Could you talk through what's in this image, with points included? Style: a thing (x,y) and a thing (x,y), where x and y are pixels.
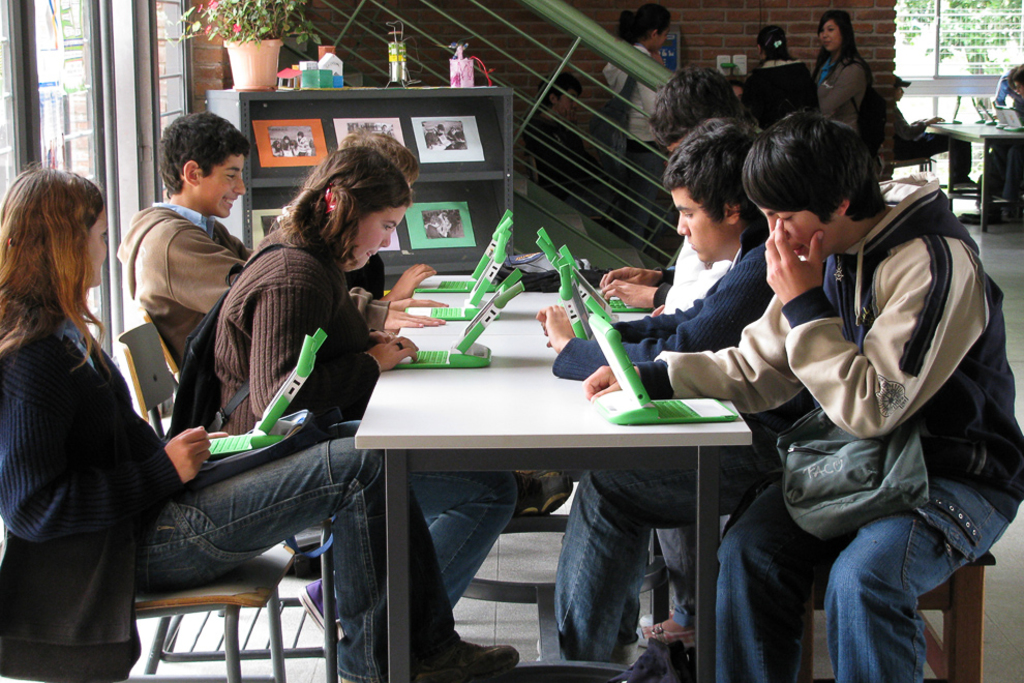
There are few people (228,315) sitting on the chairs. This is a table (491,416) with some green color gadgets (467,345) on it. There are few people (781,58) standing. These are the posters (386,133) attached to the rack (439,193). I can see a flower pot (267,82) and some objects (325,71) on it. This looks like a staircase holder (585,39).
